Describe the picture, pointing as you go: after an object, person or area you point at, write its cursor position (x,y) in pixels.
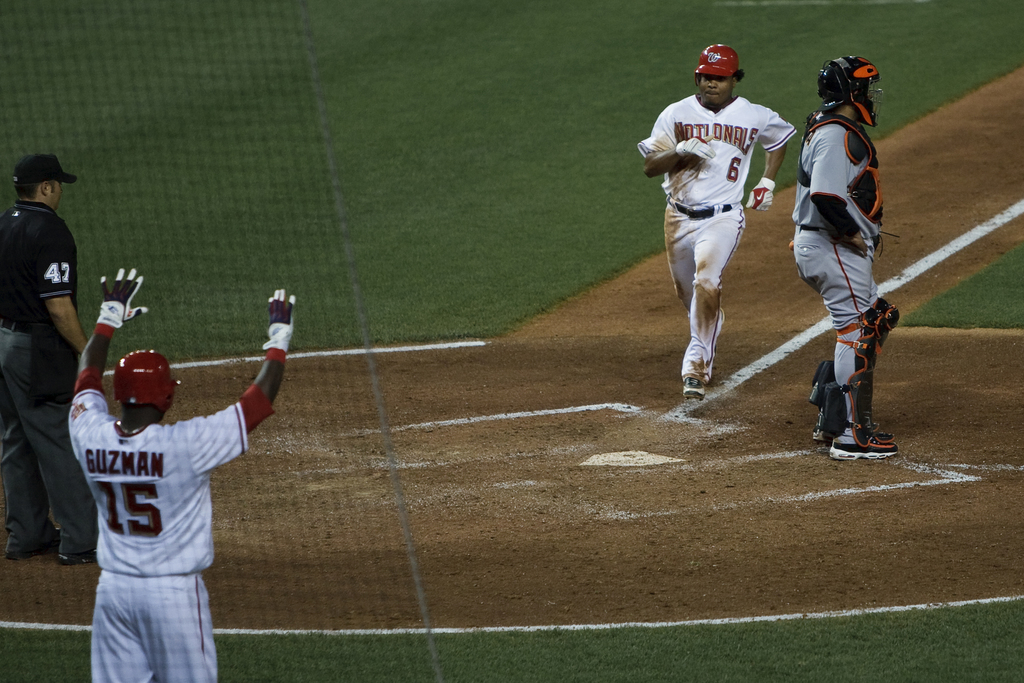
In the foreground of this image (526,665), at the bottom (575,665) and the top, there is grassland (527,74). On the left (293,597), there is a net (287,606) behind it, there is a man (113,533) in white T shirt (121,495) and a man (33,346) in black T shirt (26,305) are standing. On the right (844,255), there is a man (838,354) standing and a man (698,359) running on the ground (720,445).
